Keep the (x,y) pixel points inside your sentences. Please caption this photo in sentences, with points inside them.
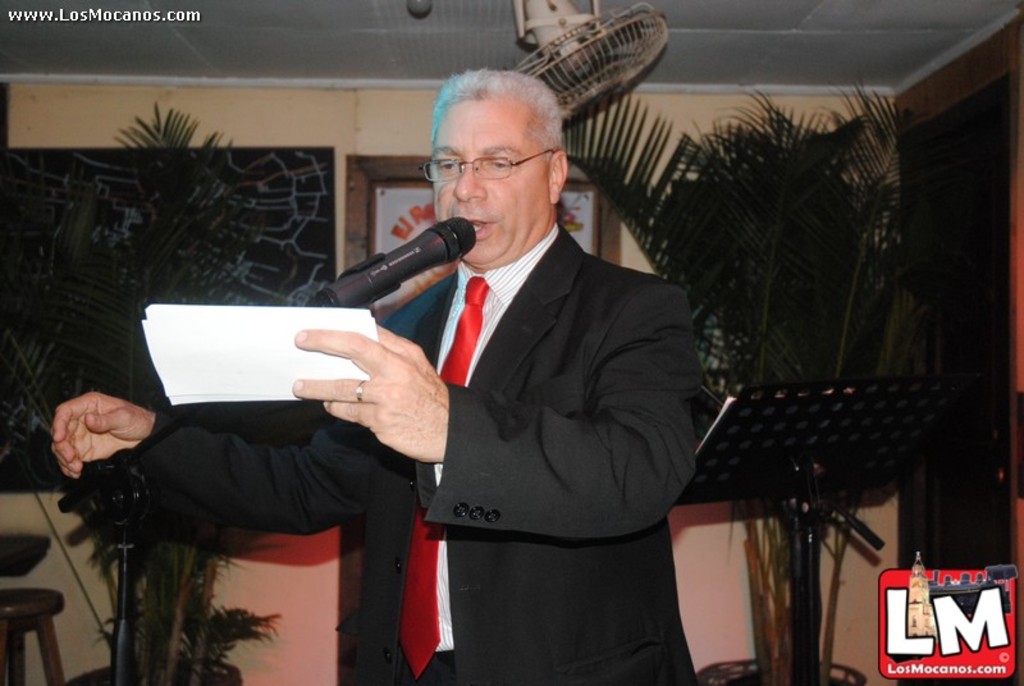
In this image we can see a person (470,399) standing with the paper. In the background (83,249) we can see board (150,203), plants (696,220), fan (644,70), photo frame (605,220) and wall (730,556).
